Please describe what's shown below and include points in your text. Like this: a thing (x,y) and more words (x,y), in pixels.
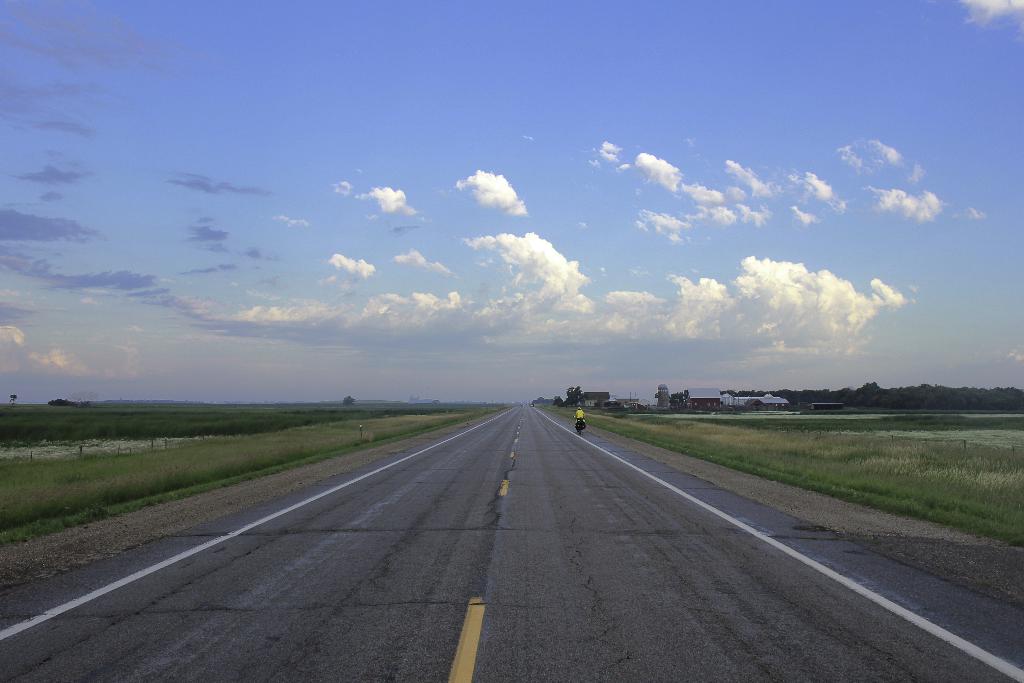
In this image I can see the road (447,511), some grass (134,456) on both sides of the road (486,532) and a person (578,427) riding a vehicle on the road (572,423). In the background (755,400) I can see few buildings (711,392), few trees (778,393) and the sky (358,271).
